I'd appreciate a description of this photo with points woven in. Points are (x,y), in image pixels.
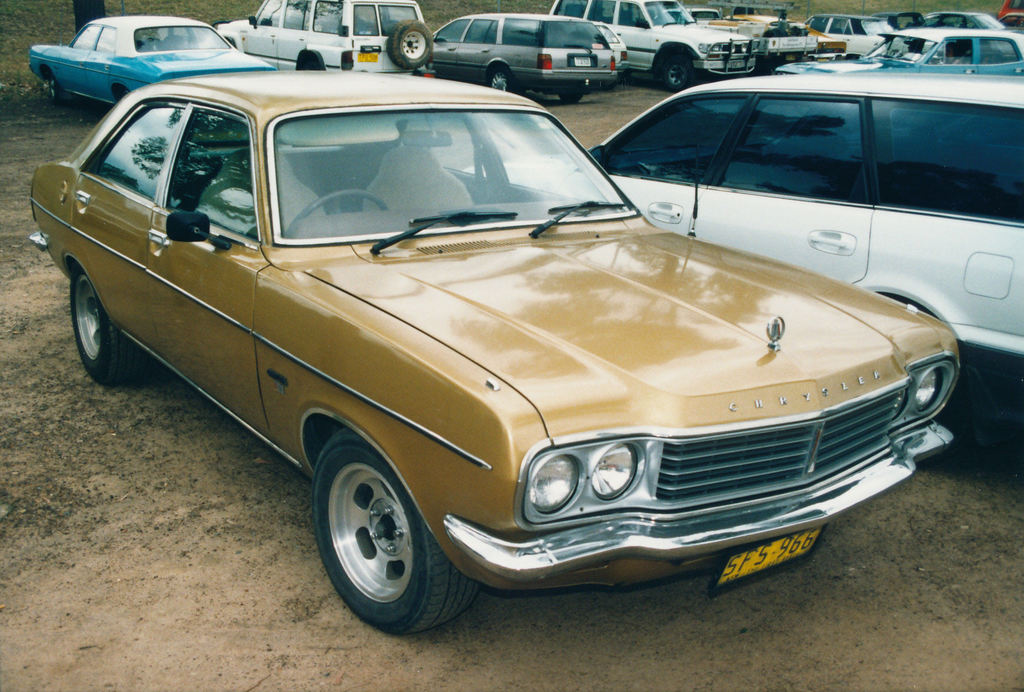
In this picture we can see some vehicles (394,92), it looks like a tree (101,12) at the left top of the picture (102,16).
